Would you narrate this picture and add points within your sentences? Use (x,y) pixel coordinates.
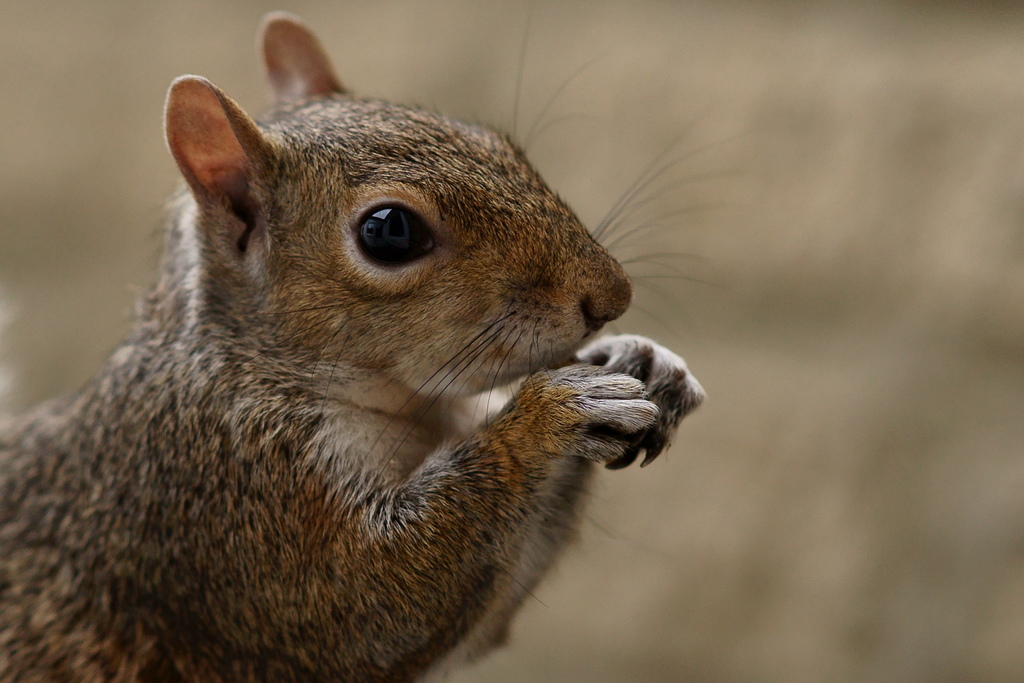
In the foreground of the picture (363,309) there is a squirrel (349,422). The background (23,88) is blurred.
